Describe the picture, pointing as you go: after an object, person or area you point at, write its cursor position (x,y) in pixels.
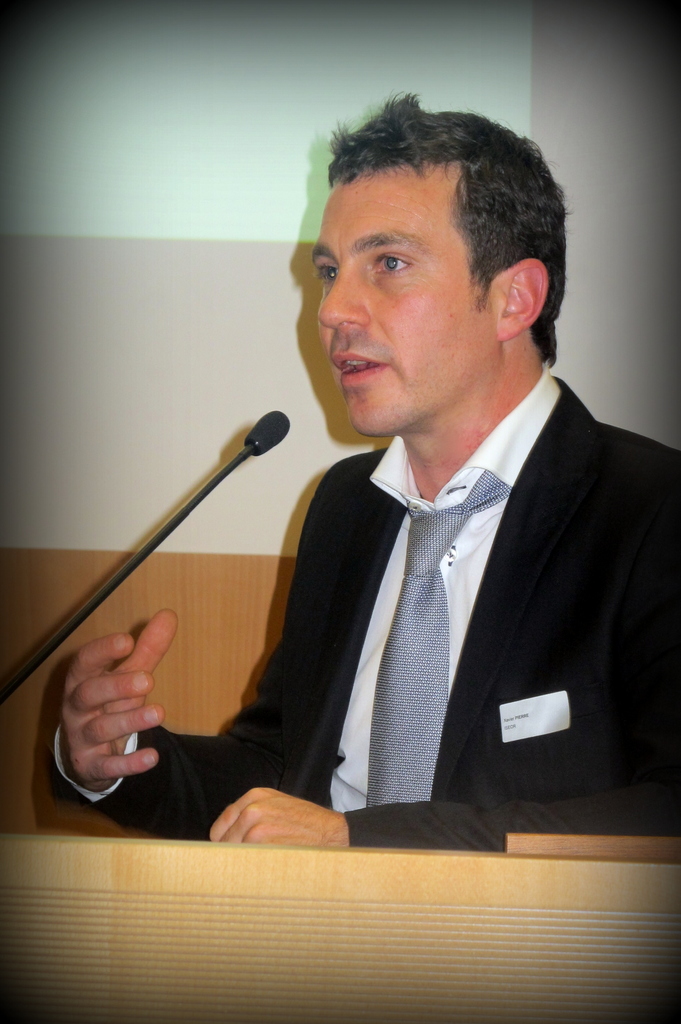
In this image I can see a man (382,275), I can see he is wearing black blazer (549,461), white shirt (469,535) and a tie (387,726). Here I can see white colour thing (502,720) and I can also see a mic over here.
